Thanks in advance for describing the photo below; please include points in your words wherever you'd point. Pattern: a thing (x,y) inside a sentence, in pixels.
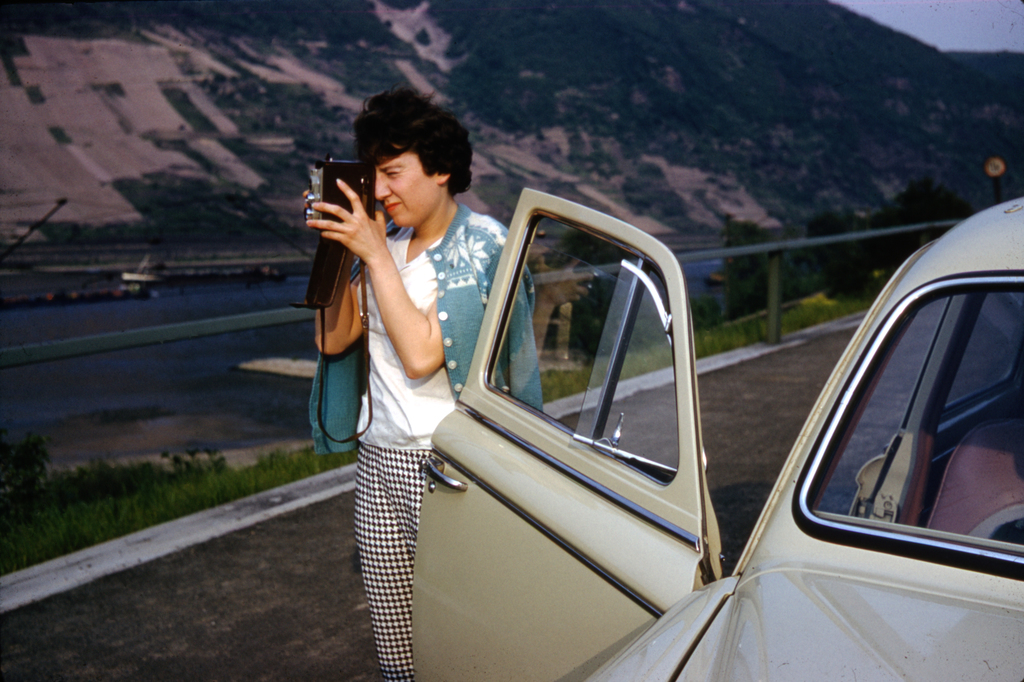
This picture is clicked outside. On the right (997,255) we can see a vehicle (509,598) parked on the ground (232,621). In the center (460,242) there is a person (395,268) wearing white color t-shirt (419,281), standing, holding a camera (324,214) and seems to be taking pictures. In the background (838,30) we can see the sky (937,30), hills (254,120), grass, plants (20,472) and metal rods (49,345) and some other objects (65,302).
